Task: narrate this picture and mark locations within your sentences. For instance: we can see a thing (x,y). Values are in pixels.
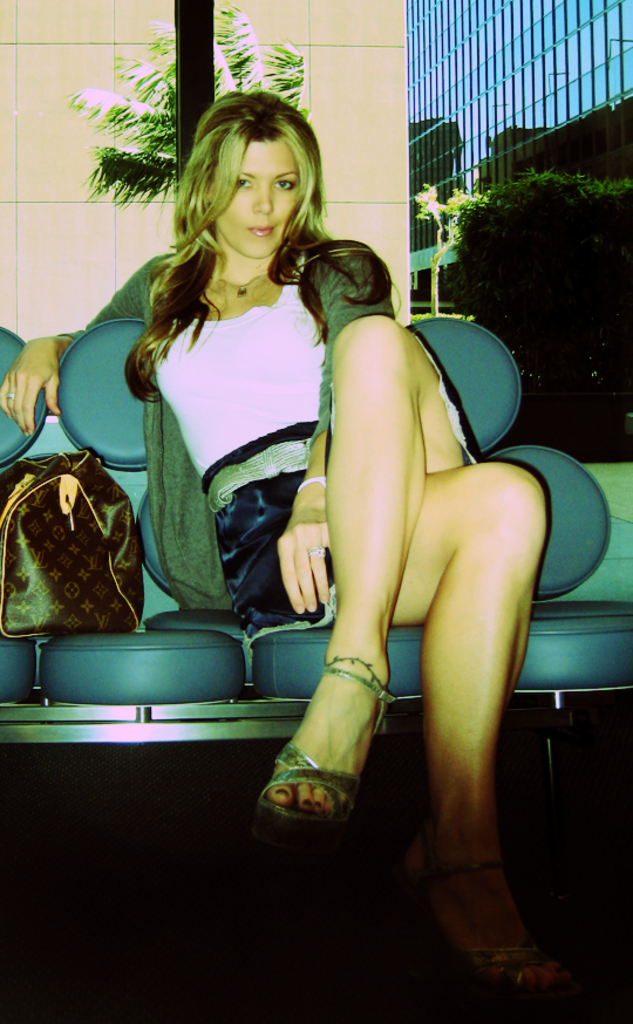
a person (273,507) is sitting. left to her there is a bag (67,568). behind her there are buildings (307,76) and trees (152,97).
